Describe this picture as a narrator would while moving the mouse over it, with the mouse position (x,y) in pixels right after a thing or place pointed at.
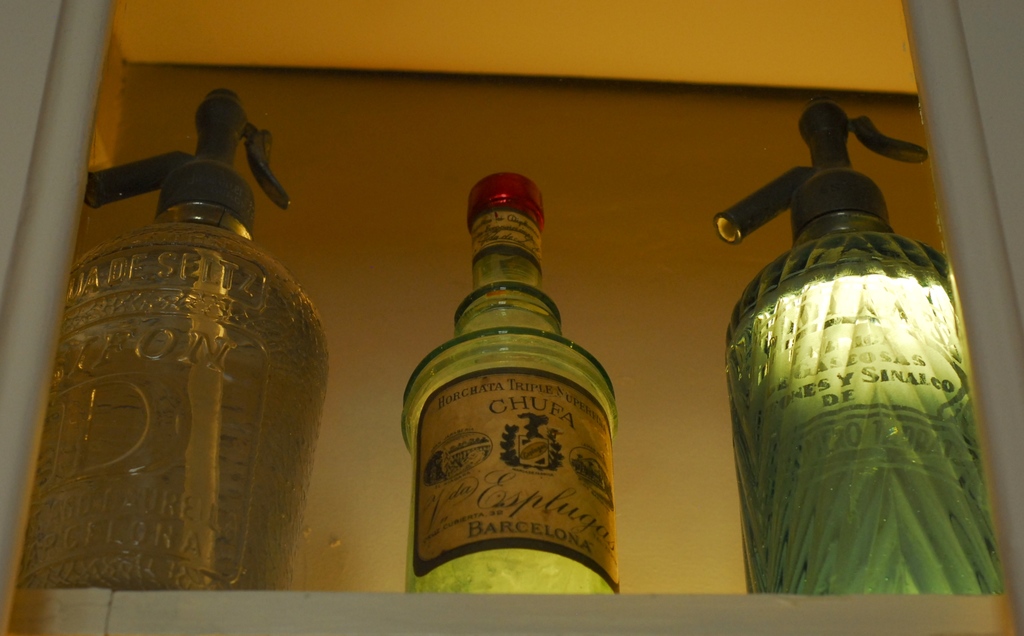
In this image I see 3 bottles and there is a wall (109,83) in the background (684,396).
